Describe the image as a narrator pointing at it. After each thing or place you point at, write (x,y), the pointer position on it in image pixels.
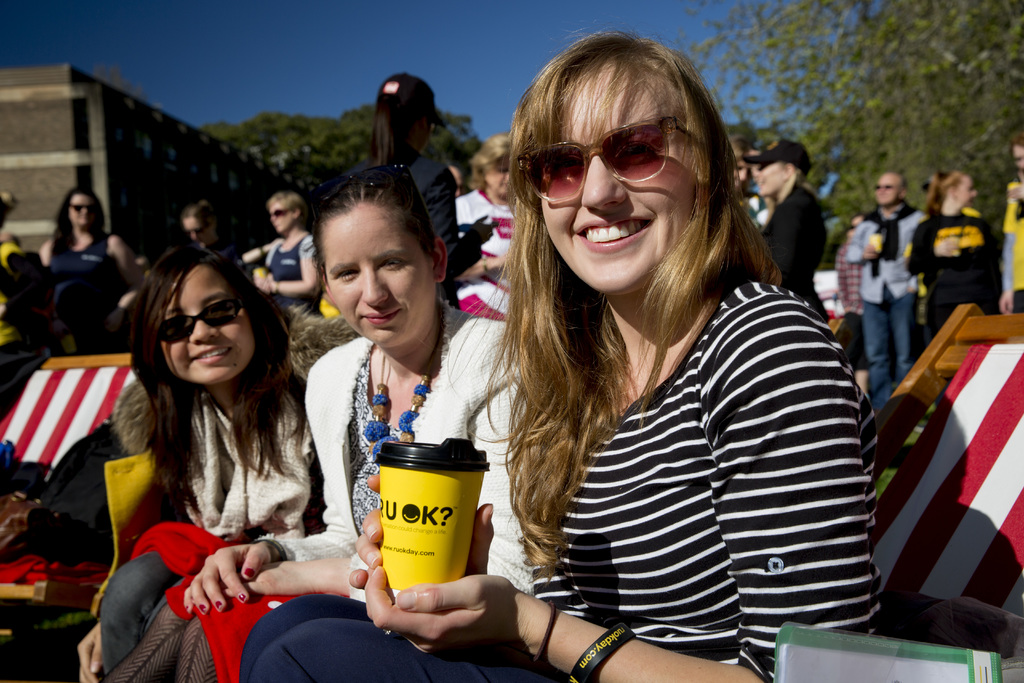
In this image we can see a three people (479,521) sitting. In that a woman (565,507) is holding a glass (458,537) with a lid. On the backside (277,268) we can see a group of people (308,240), a building (154,187) with windows (215,177), trees (802,136) and the sky (488,39).
